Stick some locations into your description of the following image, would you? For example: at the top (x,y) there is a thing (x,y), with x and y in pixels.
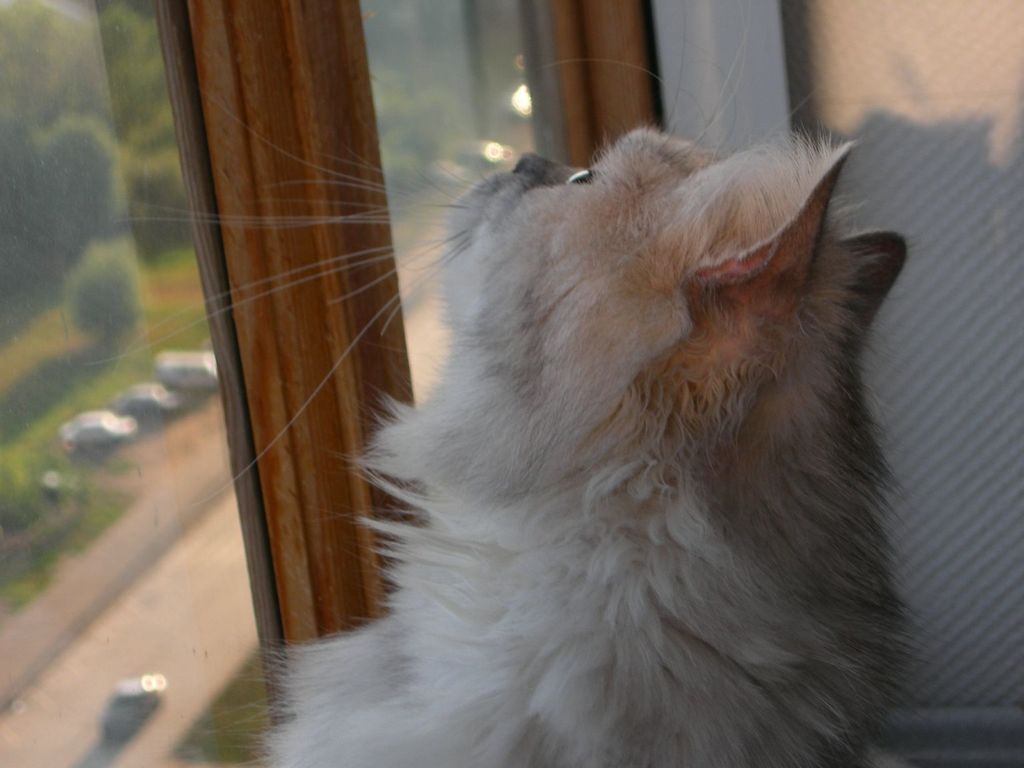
In this image there is an animal (502,520) beside the window (107,640). From the window (94,708) few vehicles (108,732) on the road (133,602) and few trees (118,106) on the grassland (67,326) are visible. Left side (203,367) there are few vehicles (139,419) on the land (167,471).
